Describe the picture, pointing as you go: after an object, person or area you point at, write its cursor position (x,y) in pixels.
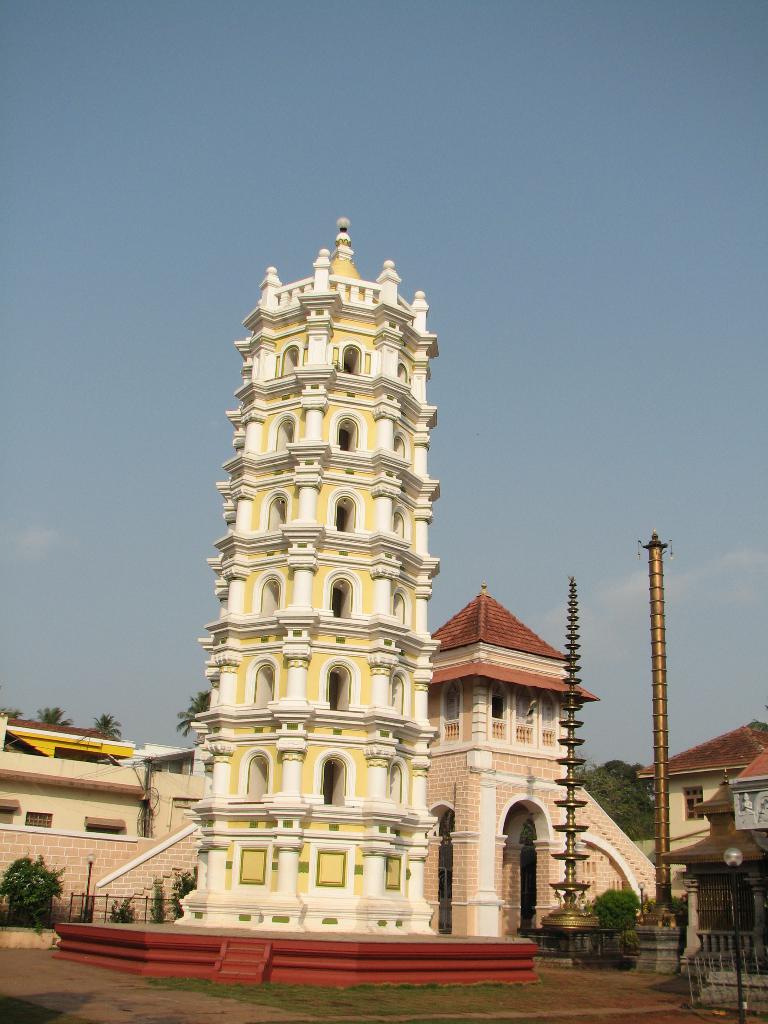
In this image there are trees (622,807), buildings (513,784) and two metal poles (562,805) and there are bushes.
